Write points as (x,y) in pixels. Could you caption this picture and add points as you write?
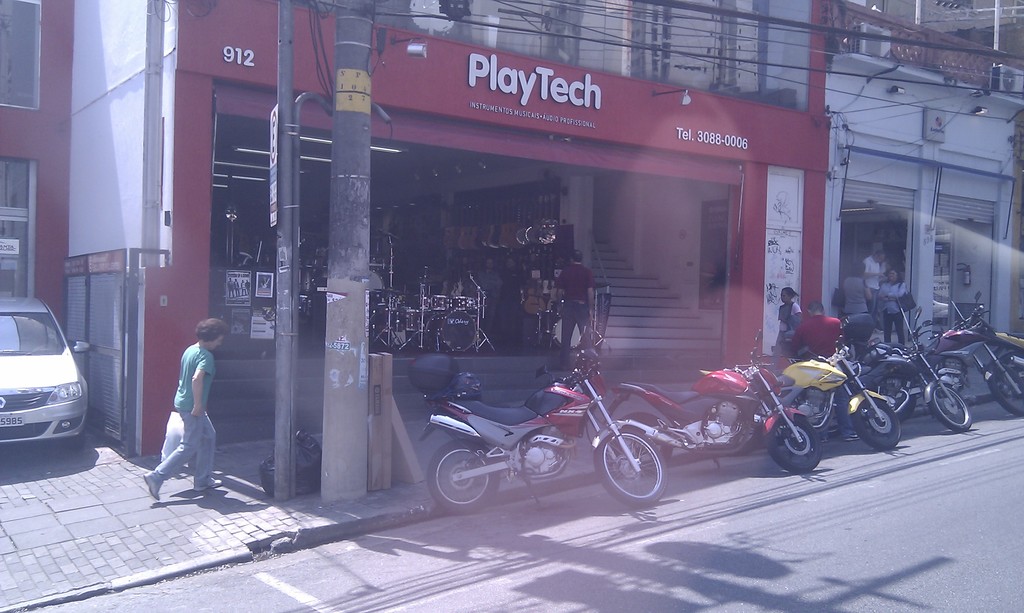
In this image there are buildings (308,197) and poles (356,178). We can see wires (850,29). There are bikes (480,432) placed on the road (707,521). We can see people (565,289). On the left (52,415) there is a car (56,401) and we can see a store (547,194).
